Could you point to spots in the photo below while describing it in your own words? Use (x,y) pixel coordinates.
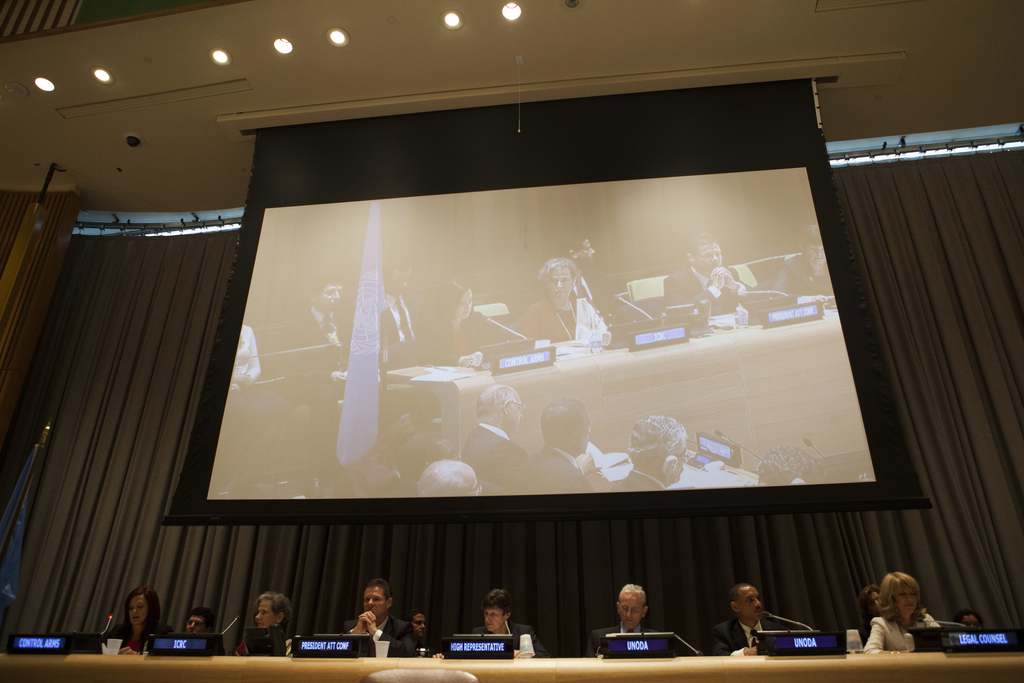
In this image we can see a big screen (654,216). On screen (719,379), people images (713,301) are there. We can see people (285,614) are sitting at the bottom of the image (971,623). There is a curtain (912,298) in the background (940,210). We can see roof (316,42) with lights (99,69) at the top of the image (553,35).
